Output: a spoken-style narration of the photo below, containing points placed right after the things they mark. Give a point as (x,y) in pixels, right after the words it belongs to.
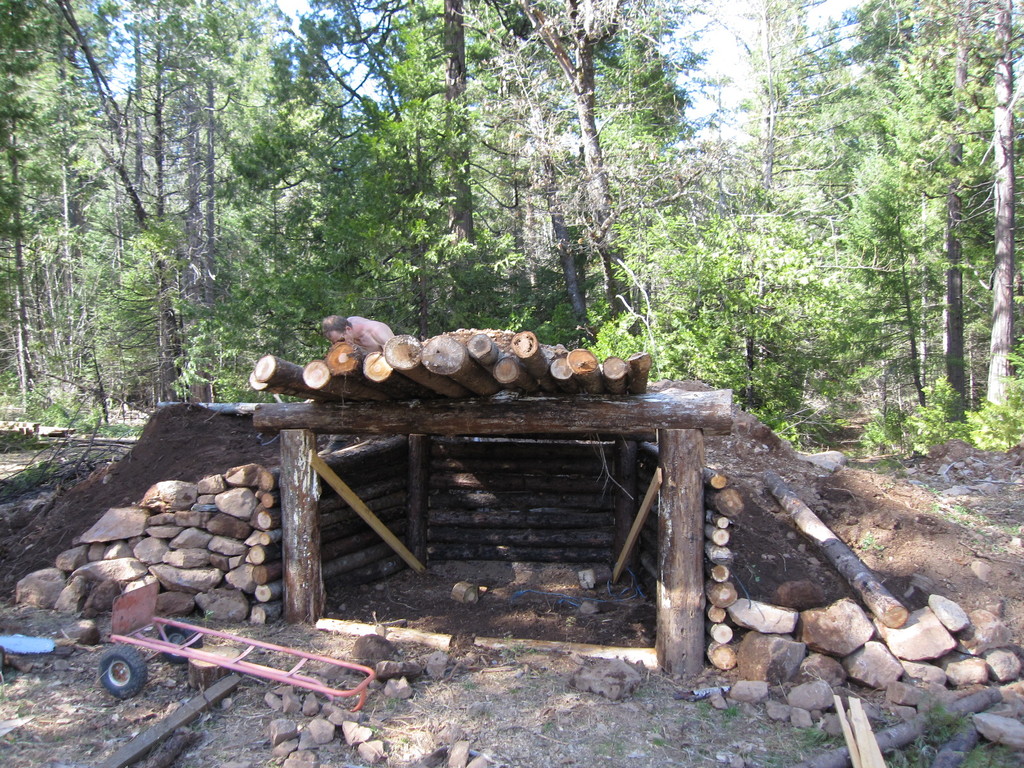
In the center of the image (533,383) there is a trunk house (341,346). There is a trolley (220,631). At the bottom of the image (317,735) there are stones (317,735). At the background of the image (433,302) there are trees (482,268).
